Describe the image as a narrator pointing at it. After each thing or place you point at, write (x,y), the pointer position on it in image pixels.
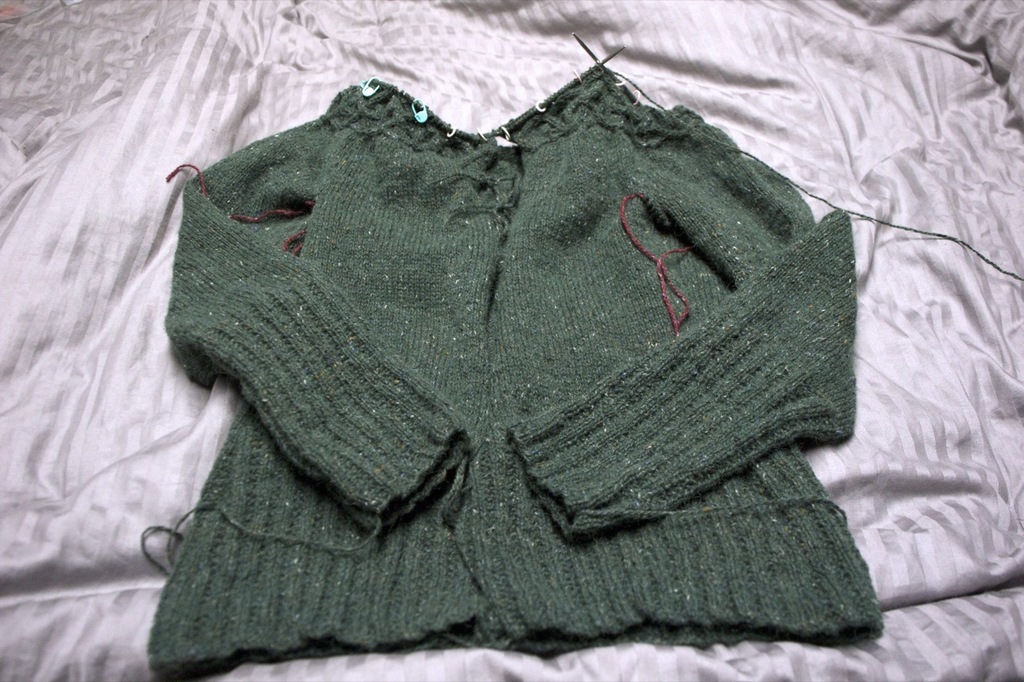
In this image, we can see a sweater (557,603) on the white color blanket (938,466).
